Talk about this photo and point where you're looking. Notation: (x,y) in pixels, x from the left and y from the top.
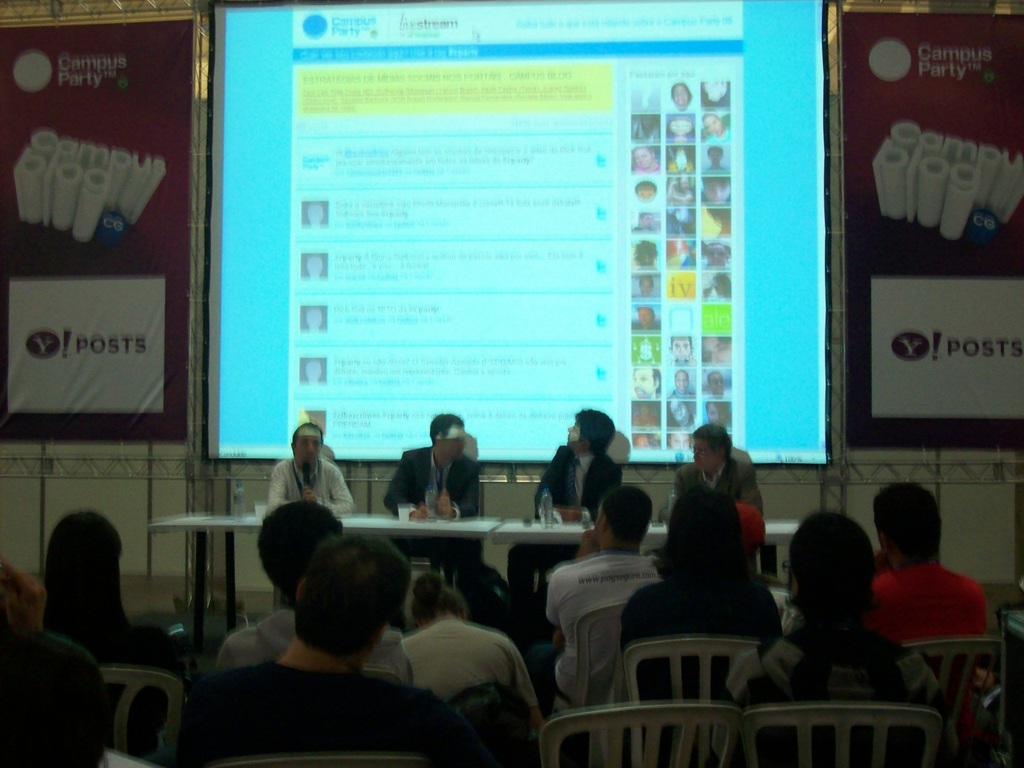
In this picture there are group of people (450,433) sitting behind the tables (512,526) and there are bottles (552,510) and glasses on the tables (541,526). In the foreground (365,649) there are group of people (441,625) sitting on the chairs (932,648). At the back (211,235) there is a screen (307,146) and there is a text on the screen (565,212) and there are hoardings (100,309) and there is a text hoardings (971,172).
